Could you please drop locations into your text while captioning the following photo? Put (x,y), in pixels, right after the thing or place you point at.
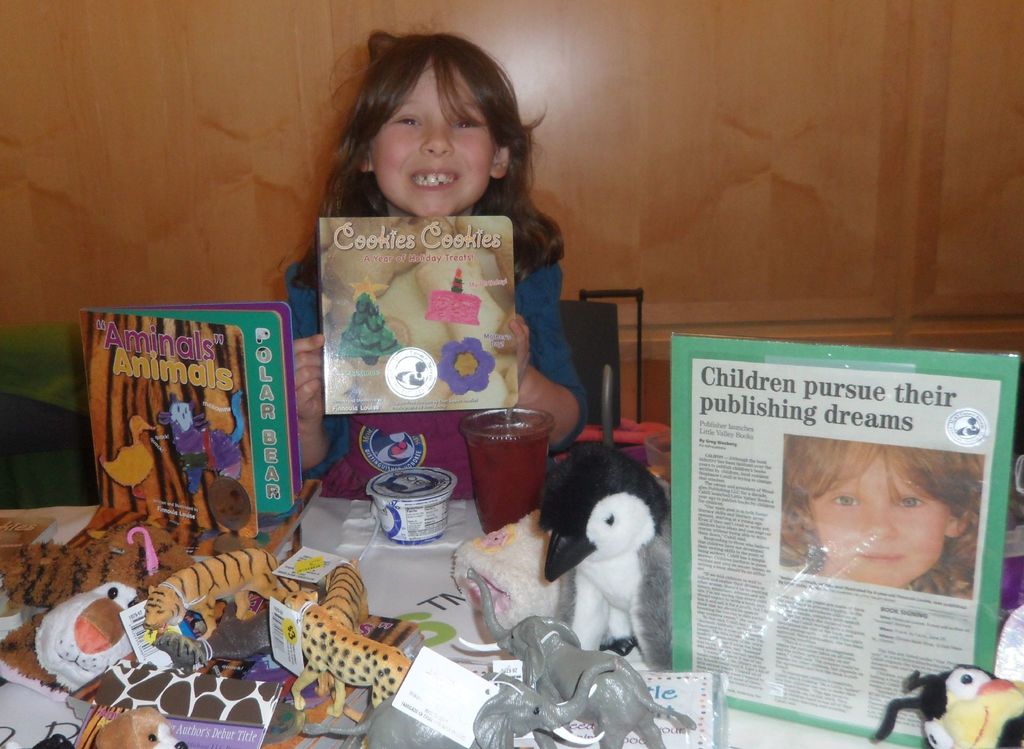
In this picture there is a small girl (450,116) in the center of the image (413,318), by holding a book (423,295) in her hands (535,377) and there are toys (378,650) and books (177,342) in front of her.
